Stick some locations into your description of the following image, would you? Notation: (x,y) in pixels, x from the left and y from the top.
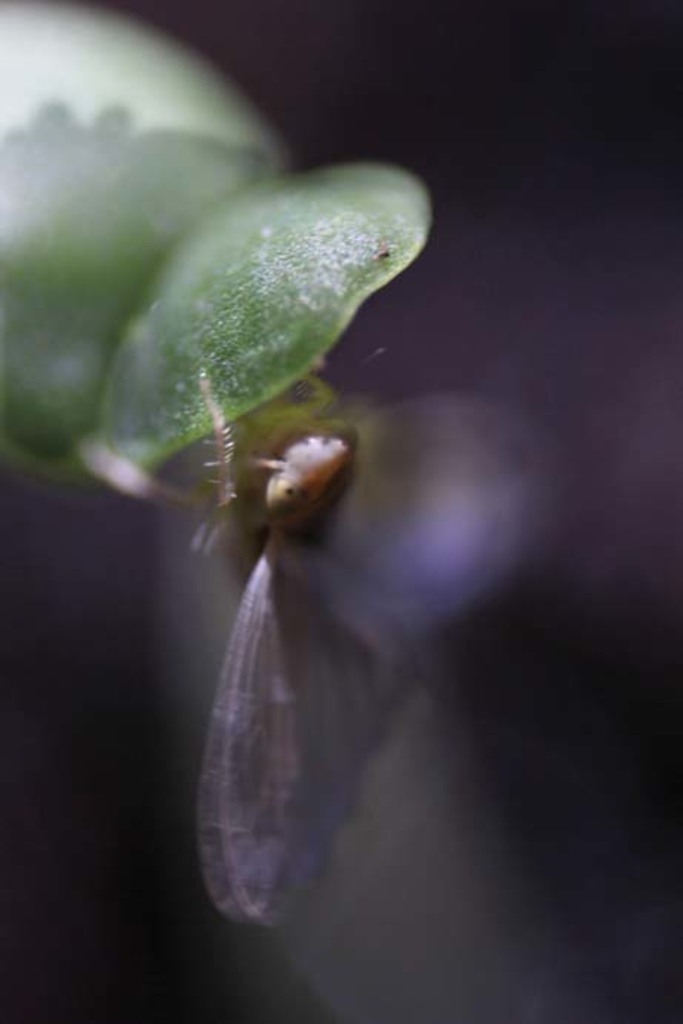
This image is blurred, where we can see an insect (369,469) on the green color object (244,381) and the background of the image (416,54) is dark.
